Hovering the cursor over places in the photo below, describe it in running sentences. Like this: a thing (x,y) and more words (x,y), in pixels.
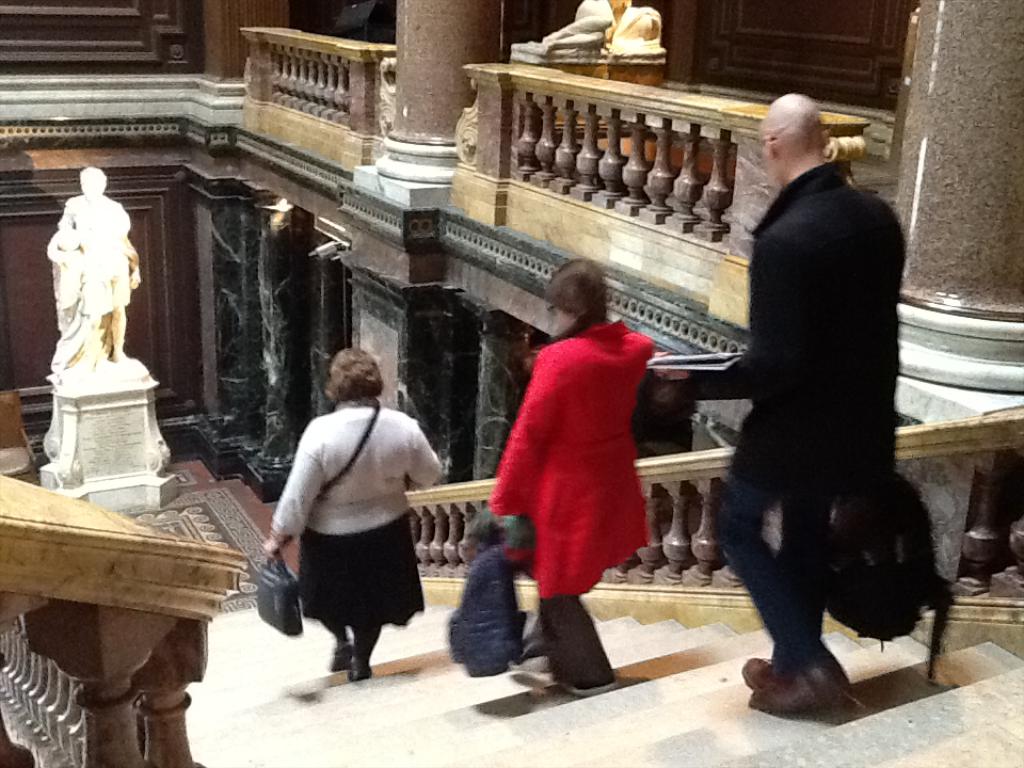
In this image we can see four persons (588,446) walking on steps (541,698). They are holding bags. On the sides of the steps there are railings (467,568). Also there is a statue (79,323) on a pedestal (121,420). On the floor (235,505) there is carpet (243,495). There are pillars (422,12) and railings (681,112). There is another statue (607,32).
